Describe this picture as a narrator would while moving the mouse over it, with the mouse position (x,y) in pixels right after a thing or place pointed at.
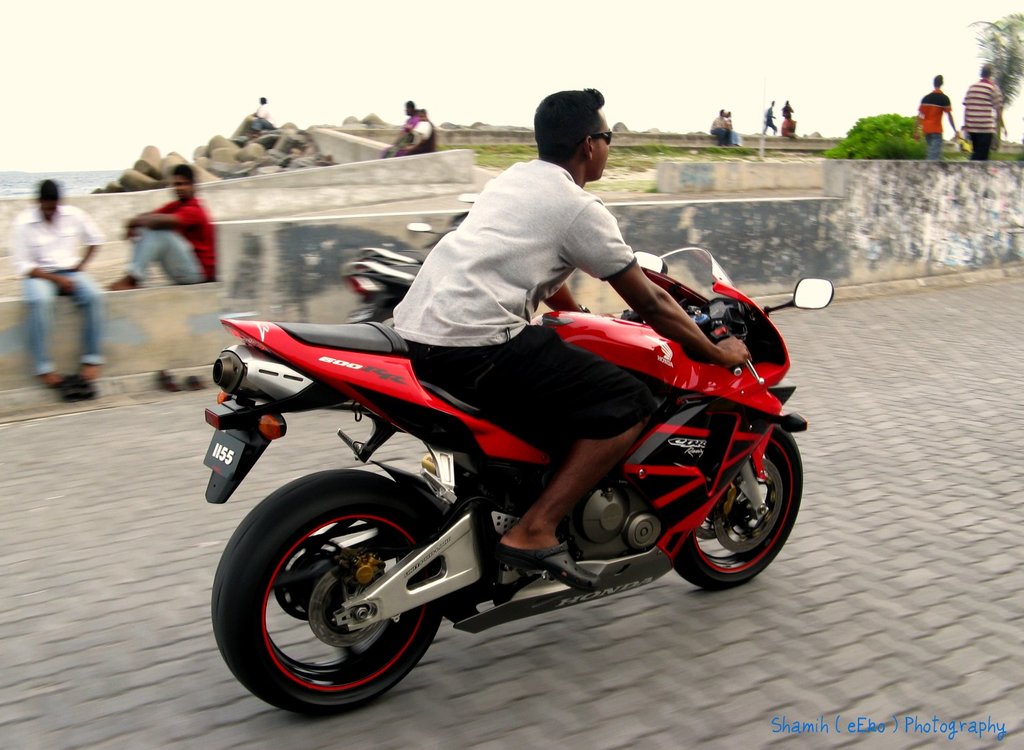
In this image there are group of people (140,244) some are sitting, some are walking and a man (624,290) is riding bike (681,265) on the road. There is a small plant (912,145) beside a man (927,147), there are some stones (254,155) in the image. At the top (403,77) there is a sky (463,87).
